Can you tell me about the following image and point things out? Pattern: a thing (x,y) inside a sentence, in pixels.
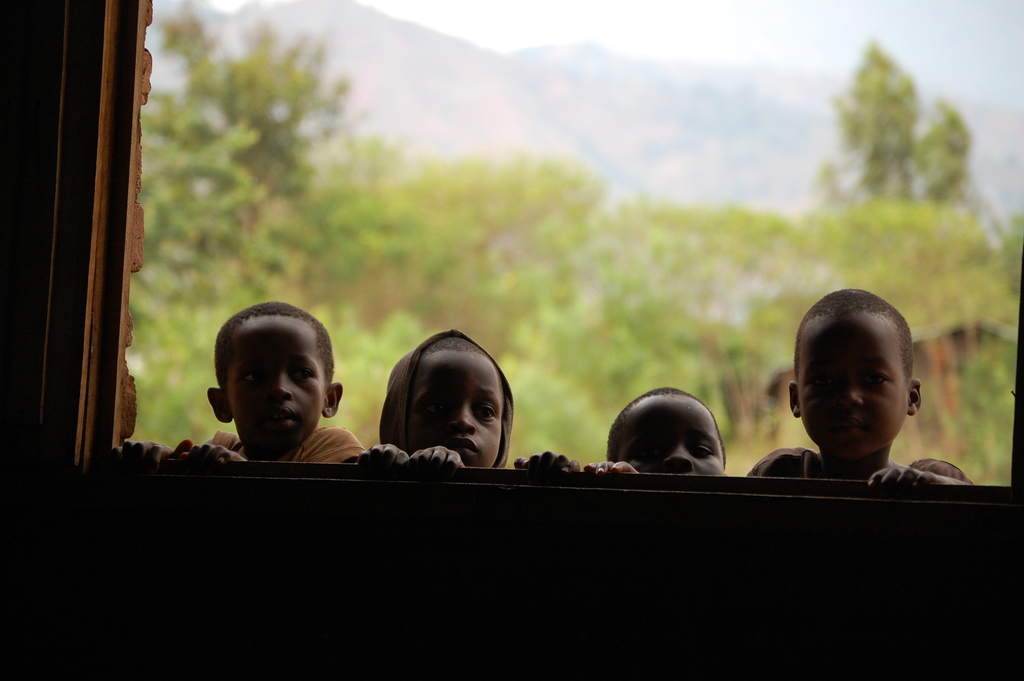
In this image we can see a group of boys (465,412) are standing, here is the window (470,267), here are the trees (389,230), here are the mountains (572,105), at above here is the sky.
